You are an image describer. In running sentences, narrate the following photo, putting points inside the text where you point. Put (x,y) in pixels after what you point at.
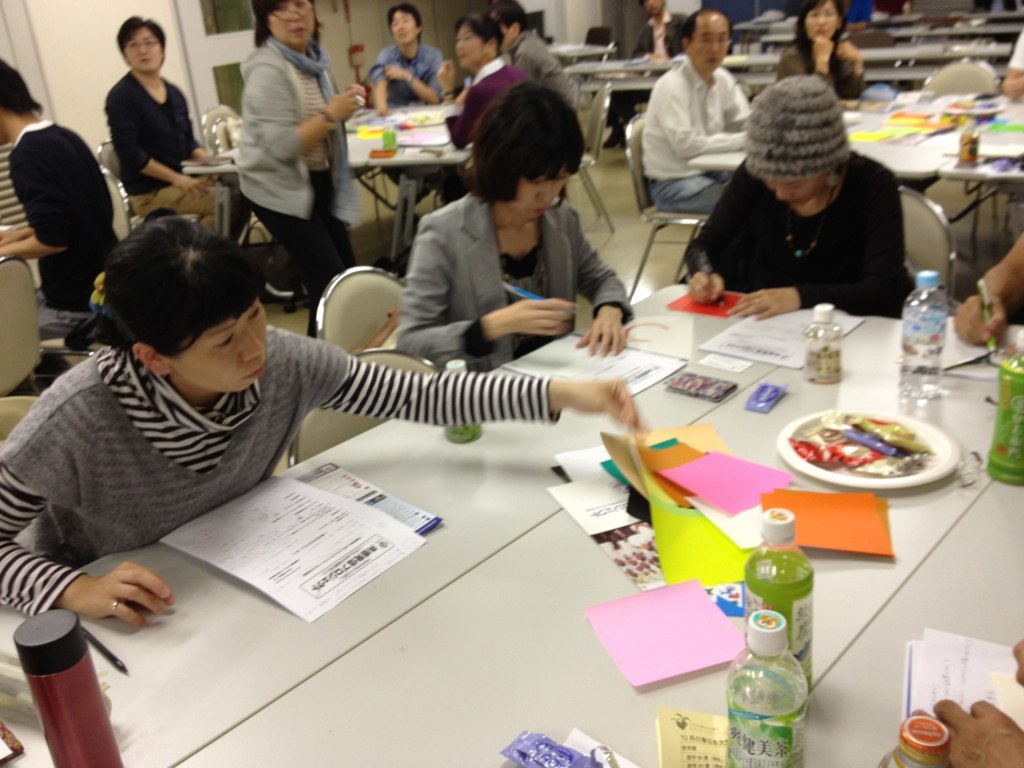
As we can see in the image there are few people (514,15) here and there sitting on chairs (358,322) and there are tables (477,720). On table (301,644) there are bottles (764,613), papers (743,492) and books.
